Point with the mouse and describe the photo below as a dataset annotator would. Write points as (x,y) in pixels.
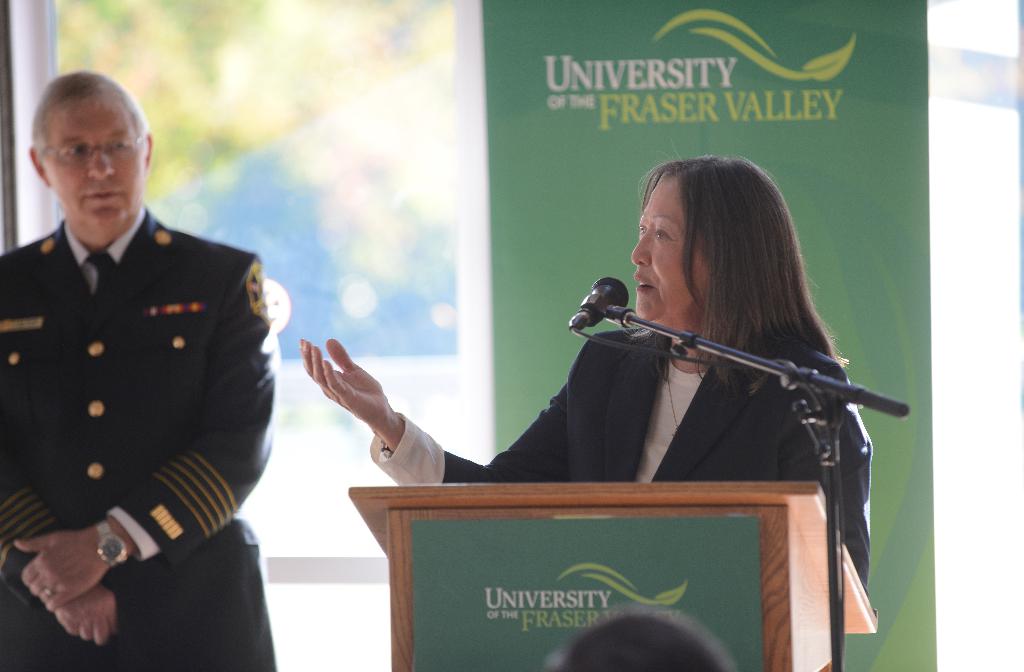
On the right side (683,377) there is a woman (633,340) standing in front of the podium (590,529) and speaking on the mike (623,296) by looking at the left side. On the left side (198,592) there is a man (139,377) wearing uniform (165,499), standing and looking at this woman (686,272). In the background (426,252) there is a glass (390,301) to which a green color banner (575,82) is attached. On the banner (705,83) I can see some text (621,95).
